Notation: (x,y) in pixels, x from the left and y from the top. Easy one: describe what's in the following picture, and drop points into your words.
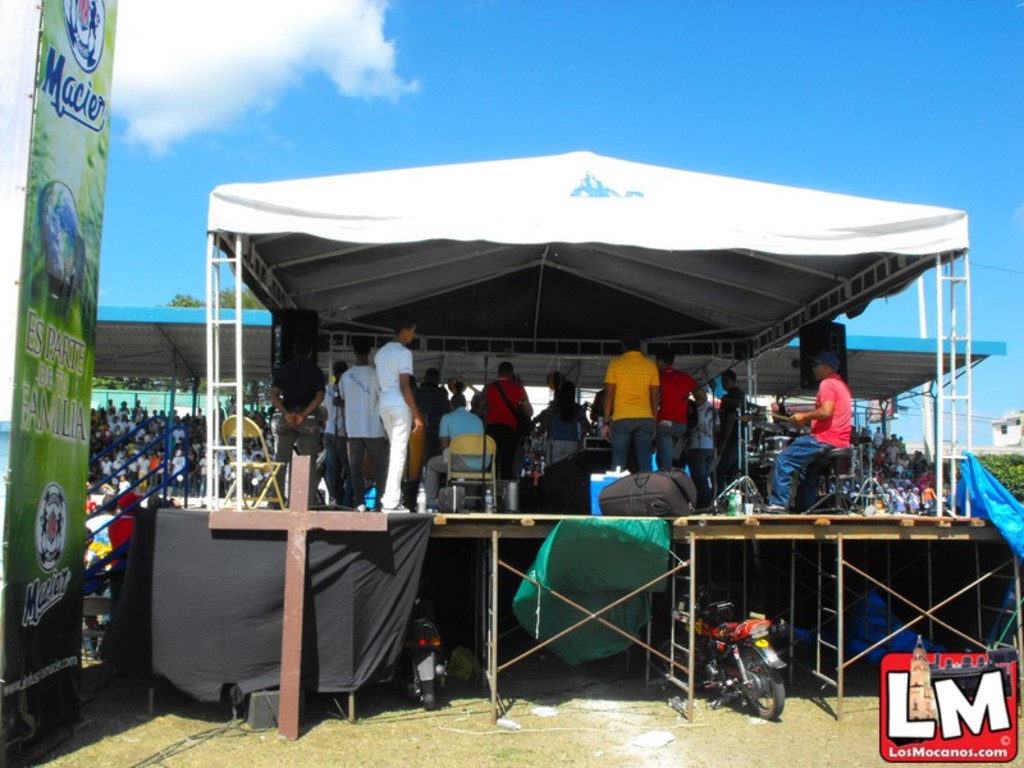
In this picture I can see few people (647,427) are standing on the dais (477,525) and I can see a man (776,484) playing drums (775,452) another man (431,474) sitting in the chair (475,452) and I can see another chair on the left side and I can see couple of bikes (697,627) under the dais (636,591) and I can see few audience (865,474) in the back (105,490) and I can see an advertisement hoarding (20,660) with some text (52,396) and I can see a logo (952,668) at the bottom right corner of the picture (950,695) and I can see blue cloudy sky (519,137) and couple of trees (994,461) and a building (1003,428) on the right side (1017,434).
